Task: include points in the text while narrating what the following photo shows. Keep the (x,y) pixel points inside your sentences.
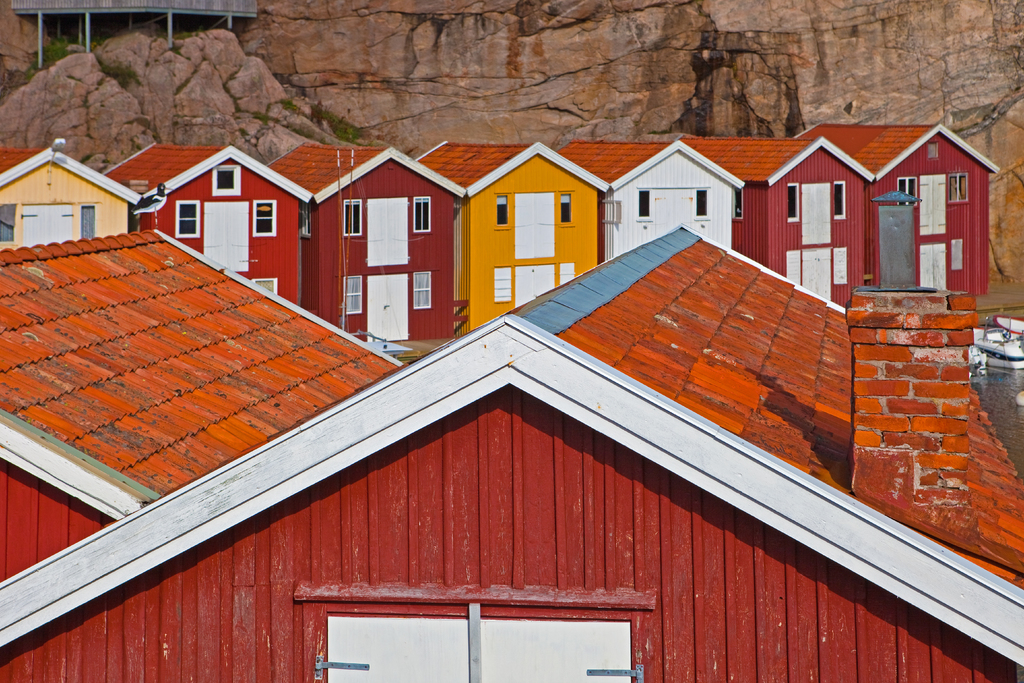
In this picture we can see houses (655,175) and boats (1008,322) on the water (1005,425). In the background of the image (964,42) we can see rocks (438,82), shed (207,2) and plants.
